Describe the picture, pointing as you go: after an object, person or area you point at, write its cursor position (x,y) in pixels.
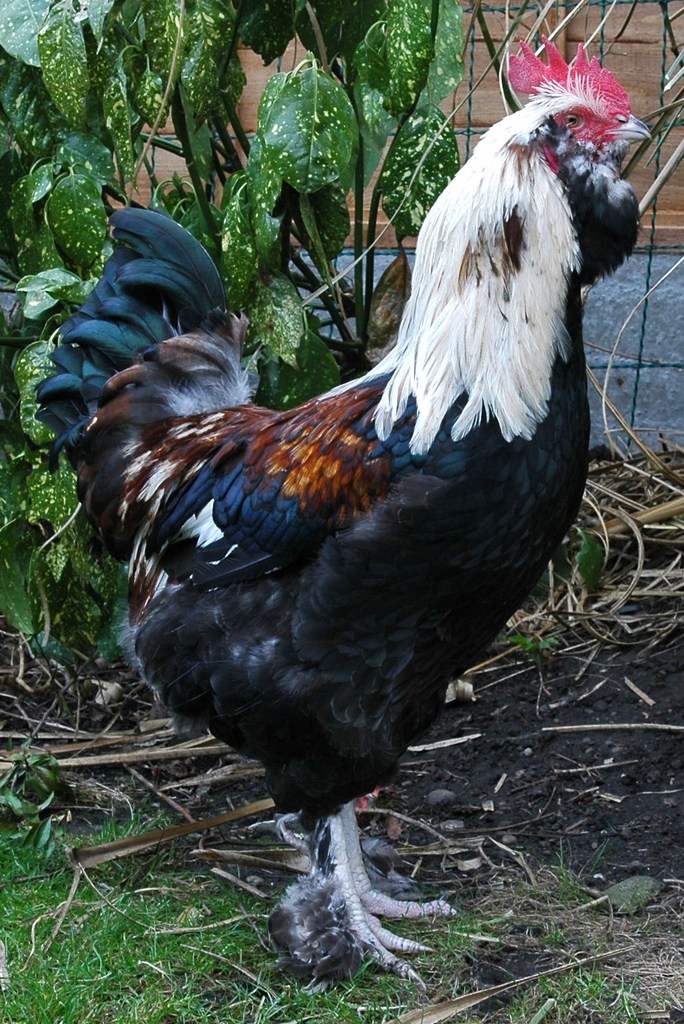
In this picture we can see a rooster (308,582) in the front (384,507), at the bottom (235,901) there is grass (193,917), we can see some plants (276,236) and a wall (518,35) in the background (529,38).
